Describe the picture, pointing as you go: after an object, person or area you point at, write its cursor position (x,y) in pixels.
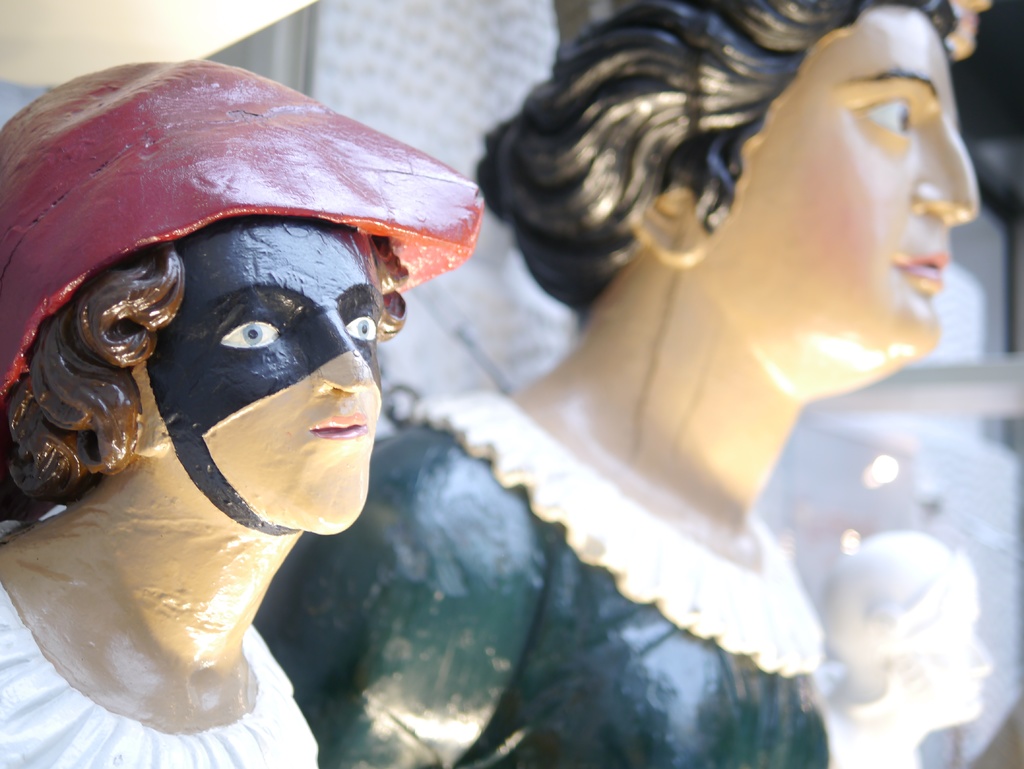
We can see statues (874,564). In the background (944,599) it is blur.
